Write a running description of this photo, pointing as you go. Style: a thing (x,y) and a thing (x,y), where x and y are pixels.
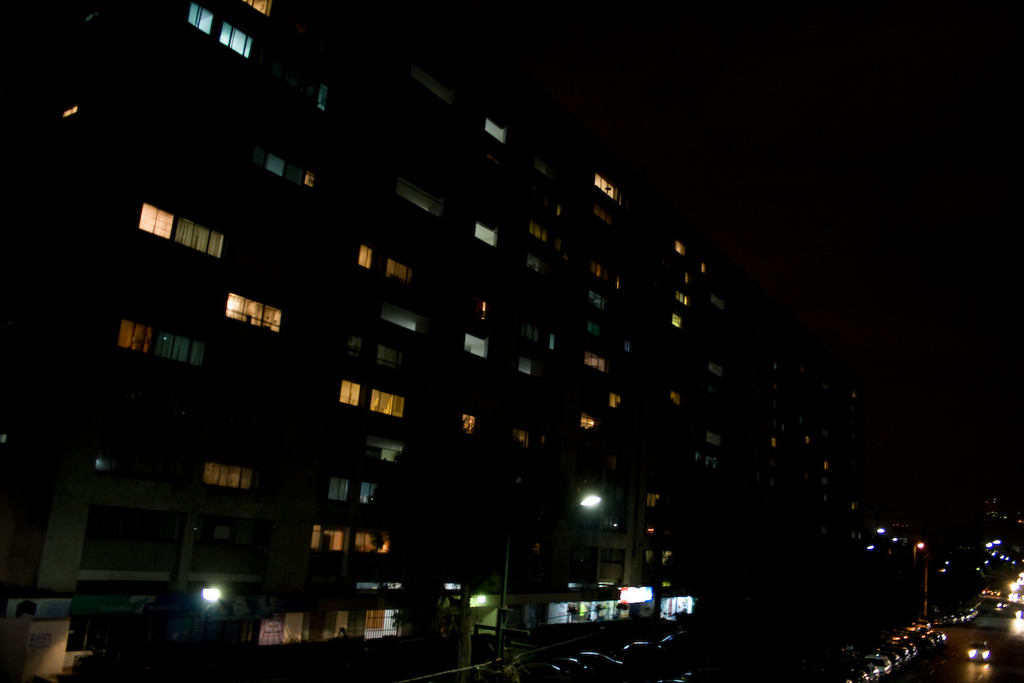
In the image we can see the building (470,378) and the windows (248,300) of the building (243,300). There are even vehicles (663,656) on the road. Here we can see light poles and the dark sky (813,82).
